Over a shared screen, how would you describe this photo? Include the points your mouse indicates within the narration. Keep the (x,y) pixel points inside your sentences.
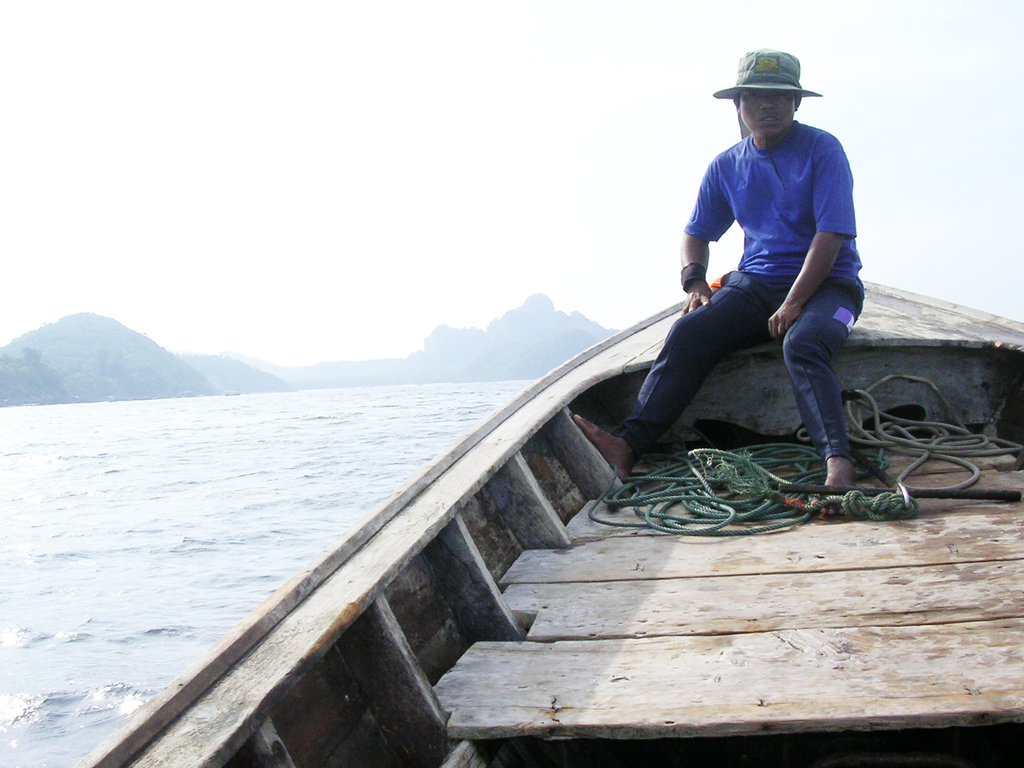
In this image I can see a boat (628,517), green colour rope (740,492) and here I can see a man (761,221) is sitting. I can see he is wearing blue dress (737,171), pant (721,339) and a hat (767,87). I can also see water (219,518) in background (219,518).
